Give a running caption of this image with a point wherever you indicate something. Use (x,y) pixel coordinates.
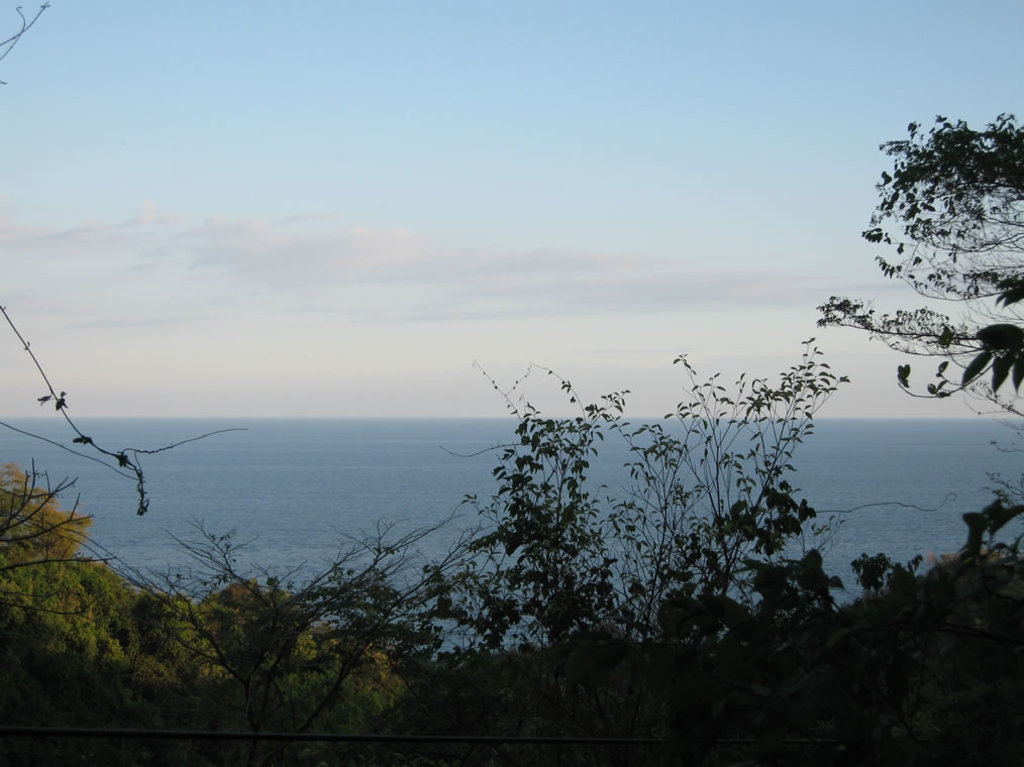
In the foreground of the picture (945,256) we can see trees (8,684). In the middle of the picture (438,464) there is a water body (452,487). At the top (628,144) there is sky (659,282).
